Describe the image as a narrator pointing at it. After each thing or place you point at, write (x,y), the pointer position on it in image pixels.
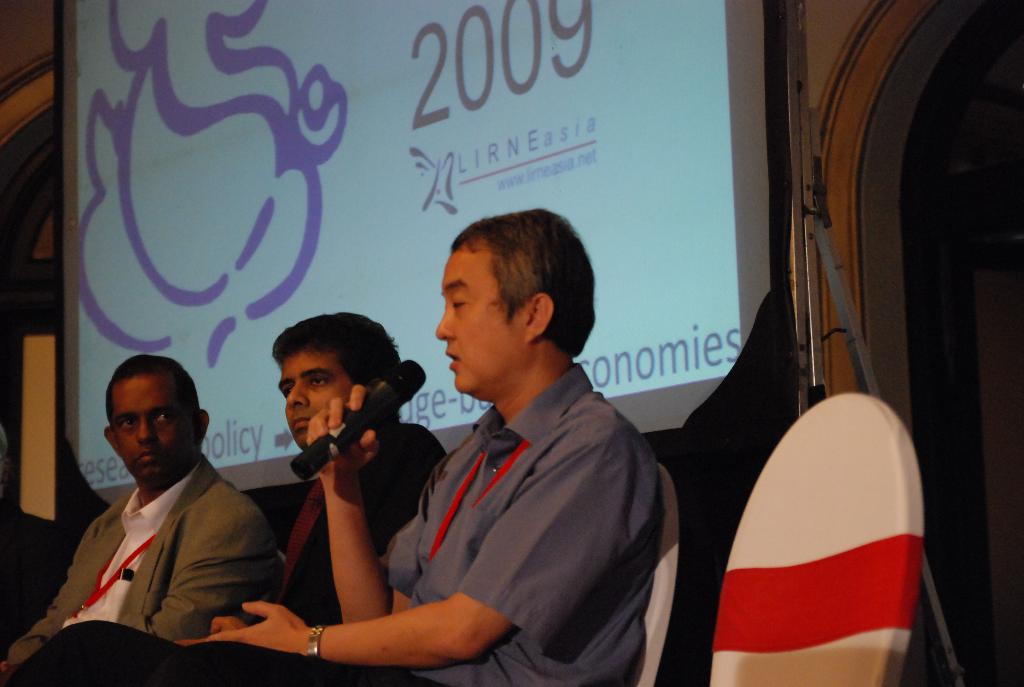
This picture might be taken in the conference hall. In this image, in the middle (525,442) and on the left side (177,539), we can see three people (276,507) sitting on the chair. In the middle (522,457), we can see a man (526,493) sitting on the chair (669,553) and holding a microphone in his hand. On the right side (879,460), we can see a chair (880,456). In the background (251,136), we can see a screen (761,269) and a black color cloth (723,504).
